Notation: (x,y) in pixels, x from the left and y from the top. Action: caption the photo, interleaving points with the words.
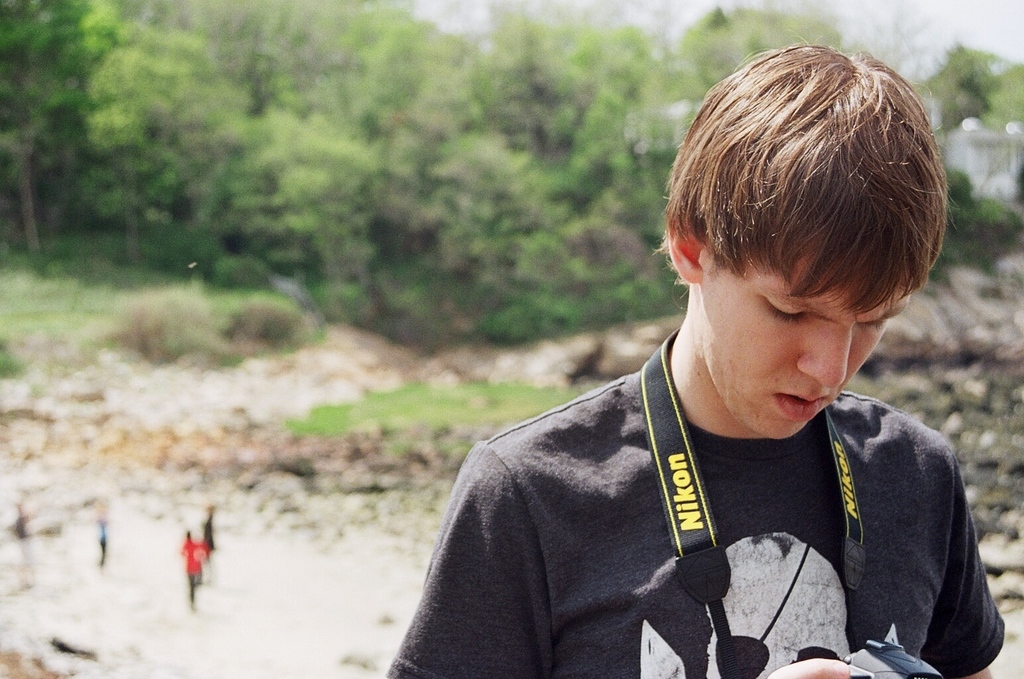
In this image we can see a person (722,429) and the person (749,528) is holding a camera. Behind the person (580,488) we can see few persons (197,559), grass (511,396) and a group of trees (463,130). At the top (678,7) we can see the sky (664,14). The background of the image (442,389) is slightly blurred.
